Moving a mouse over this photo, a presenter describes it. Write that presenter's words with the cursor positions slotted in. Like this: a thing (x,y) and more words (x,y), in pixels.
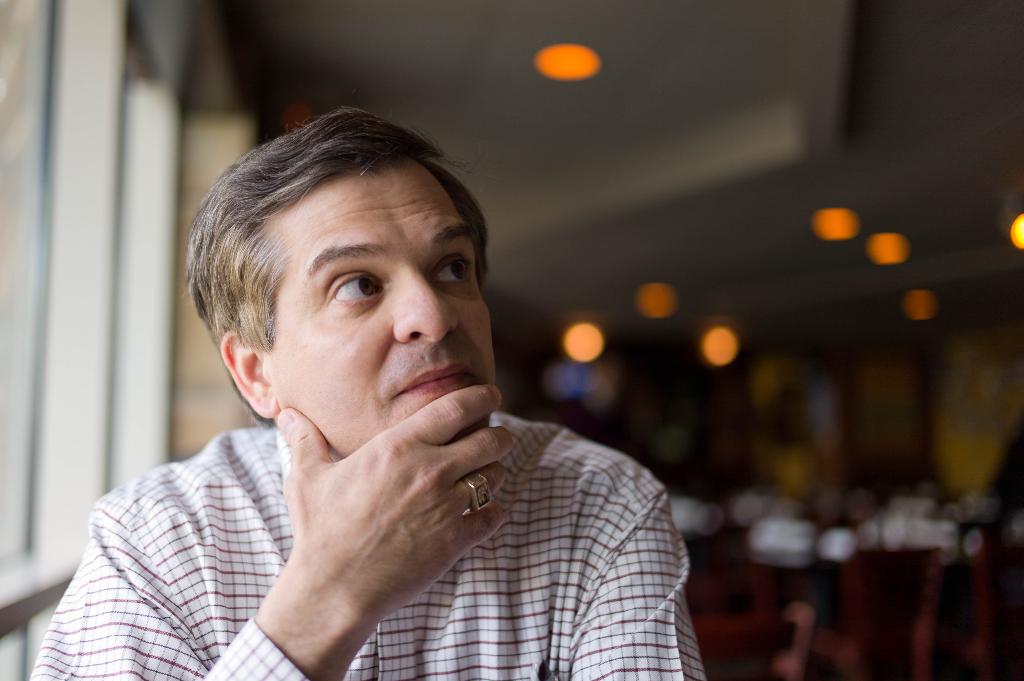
In the picture we can see a man (451,625) sitting on the chair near the table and thinking something, he is wearing a white shirt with lines (71,676) on it and in the background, we can see some chairs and tables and to the ceiling (713,263) we can see some lights (574,339) and beside the man (250,463) we can see a wall (84,514) with a window frame (25,591).
